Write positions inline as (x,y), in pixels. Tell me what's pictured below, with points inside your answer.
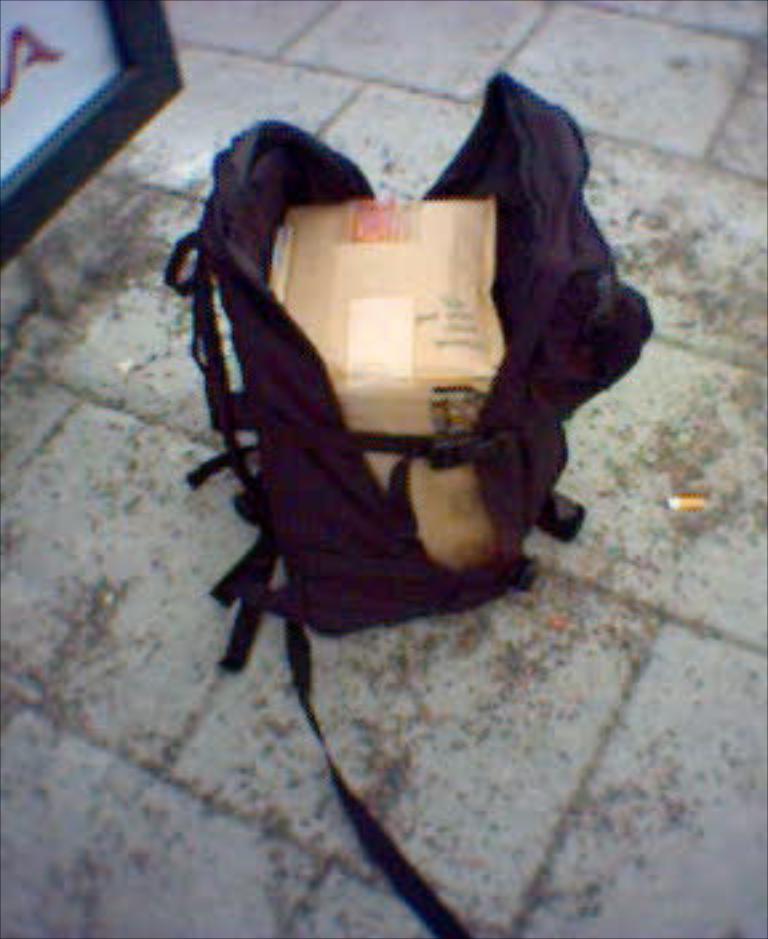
This image consist of a bag (311,532) on the floor (278,573), in the bag (245,312) there is a box (336,287).
